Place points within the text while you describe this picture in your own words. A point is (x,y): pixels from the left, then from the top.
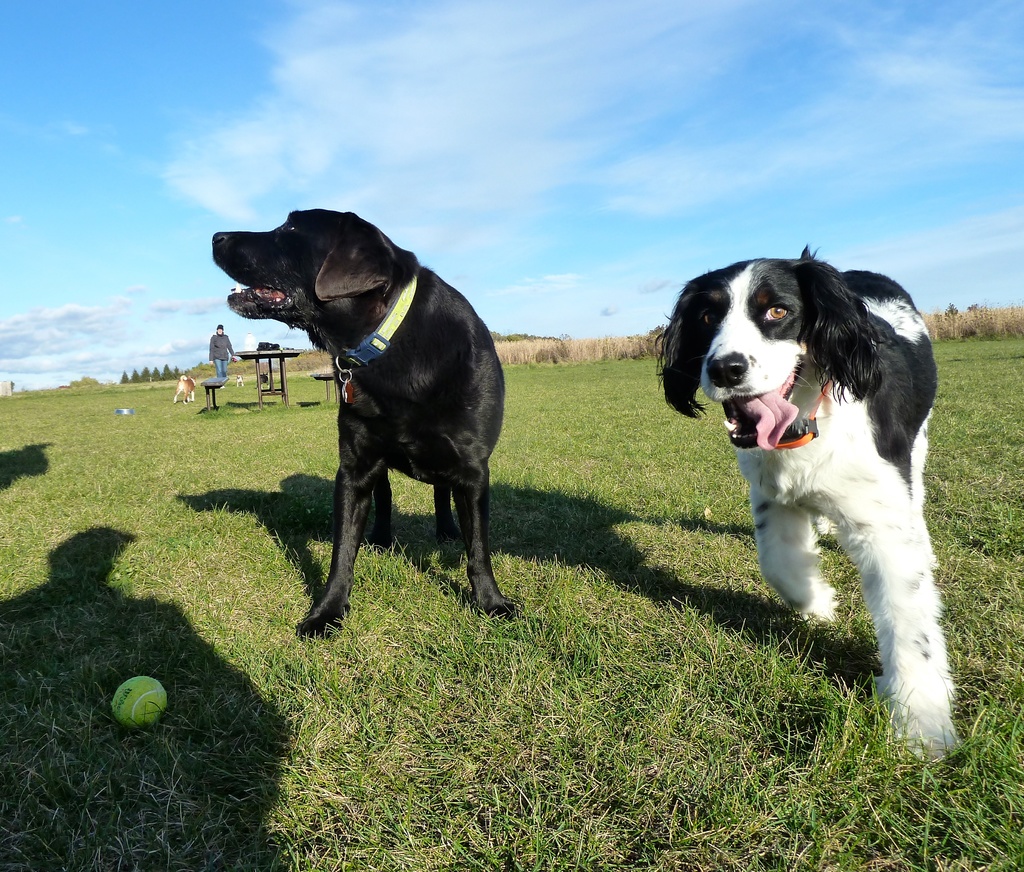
In this image there are three dogs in the garden (330,754) and there is a ball (162,687) and there is a person (221,347) standing. There is a table (264,361) and a bench (226,379).
